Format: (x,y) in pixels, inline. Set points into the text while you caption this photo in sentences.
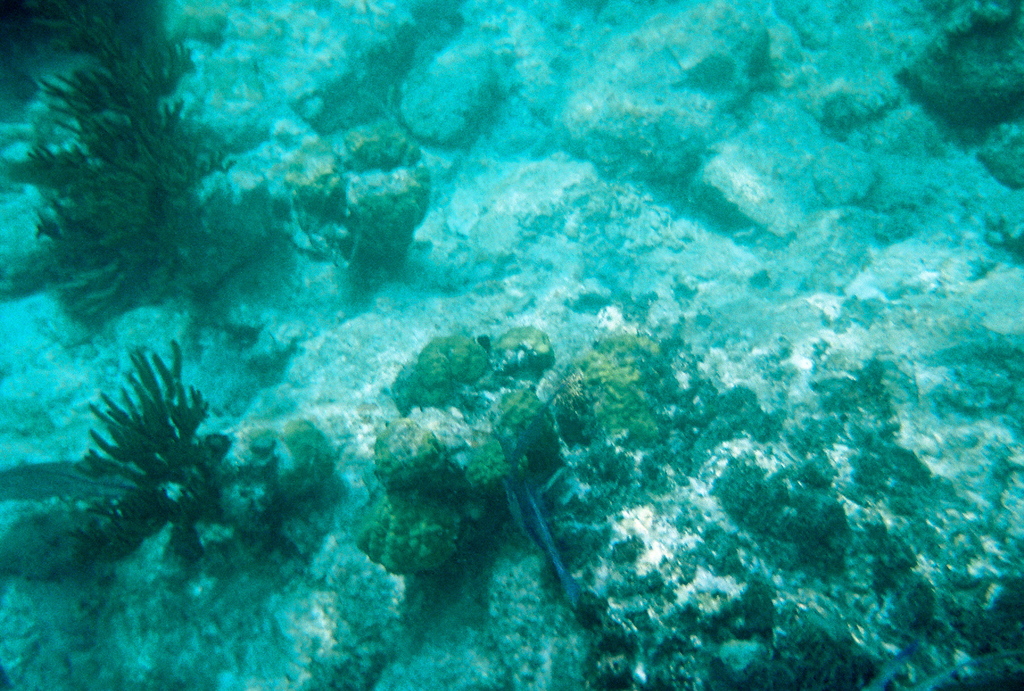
In the image we can see water marines (566,376). Here we can see water plants (166,412) and stones (637,81).
